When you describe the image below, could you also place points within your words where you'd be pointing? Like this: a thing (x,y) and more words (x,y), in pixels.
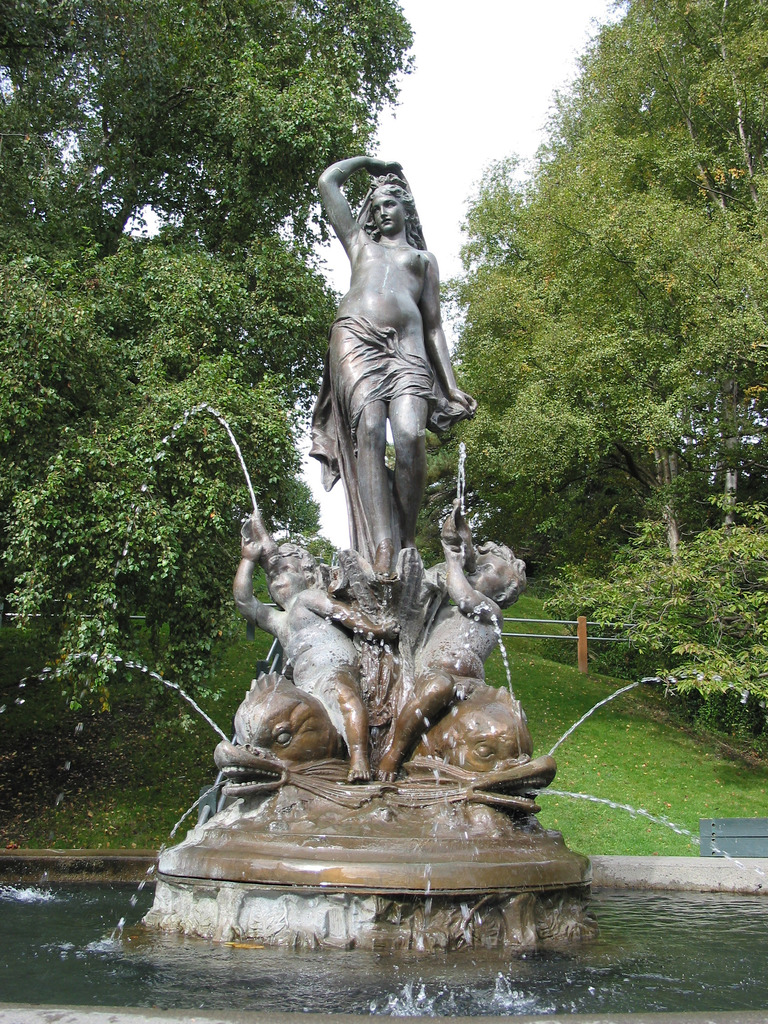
In this picture we can observe a statue (383,398) of a woman (383,407) standing. We can observe a fountain (386,591) in the middle of the water (115,903). We can observe some grass (534,740) on the ground (548,727). In the background (148,354) there are trees (88,388) and a sky (480,121).
